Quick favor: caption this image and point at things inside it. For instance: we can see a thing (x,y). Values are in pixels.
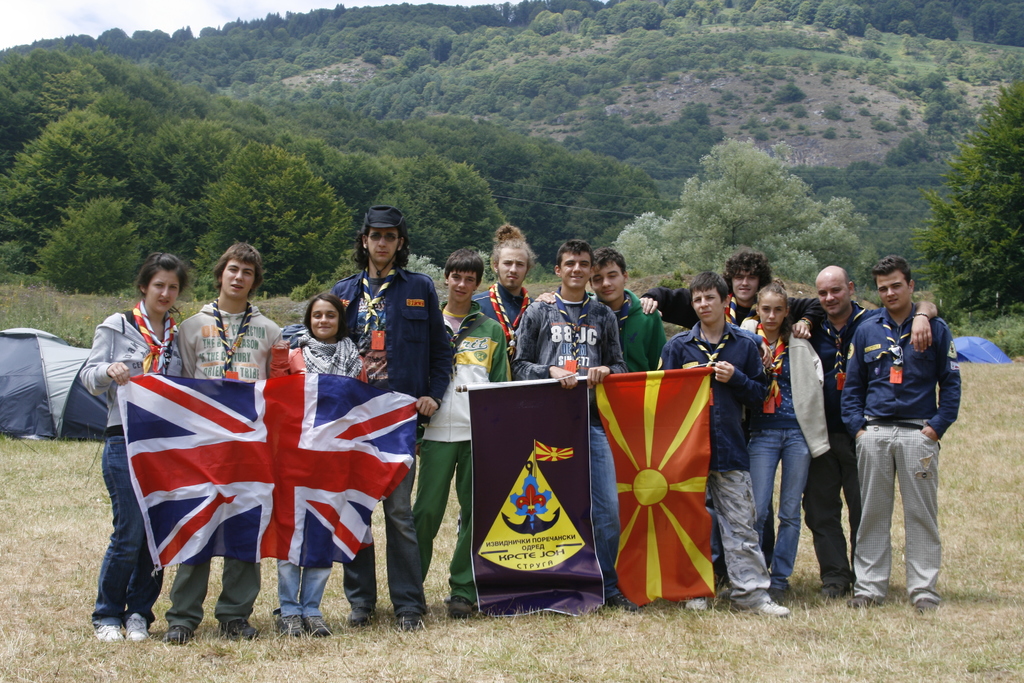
In this image in front (251,443) there are people (915,430) holding the flags (497,479). Behind them there are tents (966,360). At the bottom of the image (754,628) there is grass (649,639) on the surface (697,630). In the background of the image (508,161) there are trees (222,82) and sky (123,13).
